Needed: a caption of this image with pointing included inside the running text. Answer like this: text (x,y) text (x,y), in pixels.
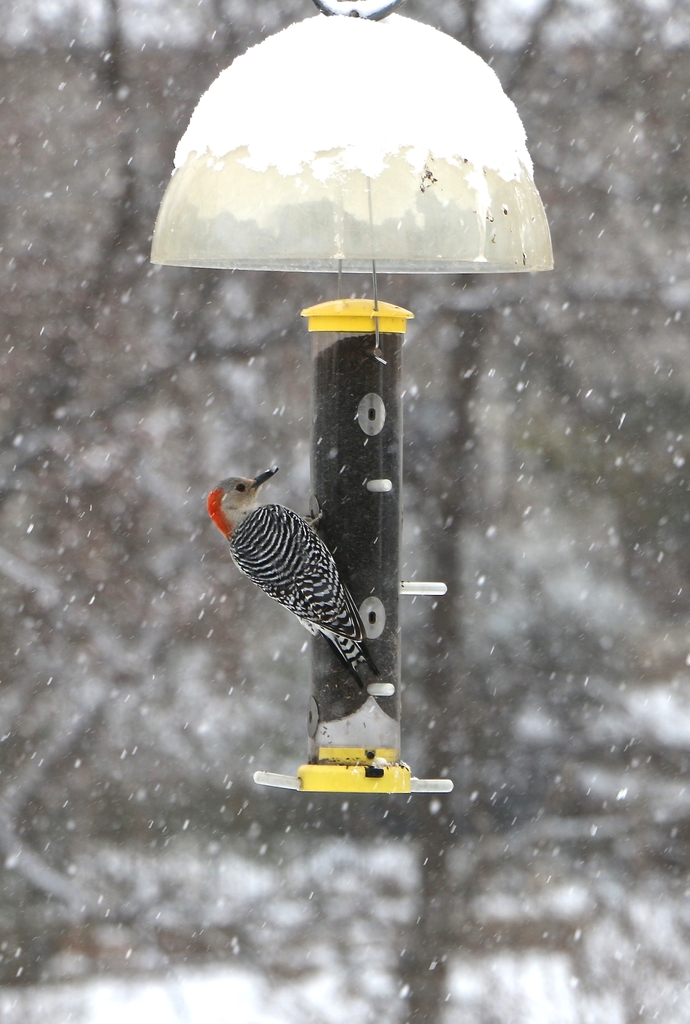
In this image we can see bird feeder (365,335). On that there is a bird (280,594). In the background (115,179) there is snow fall (115,179) and it is blurry.
